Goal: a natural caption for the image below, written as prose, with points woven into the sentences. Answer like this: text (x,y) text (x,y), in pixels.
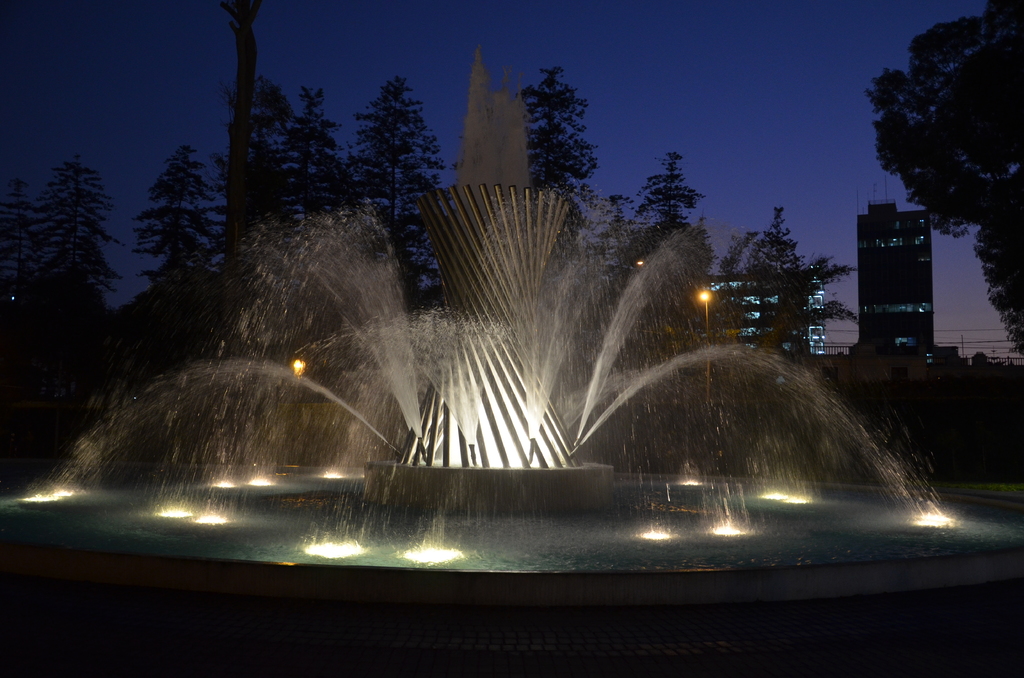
In this image we can see a fountain (422,513). There are many trees (991,160) in the image. There are few lights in the image. There are few buildings (761,325) in the image. We can see the sky (973,337) in the image.
